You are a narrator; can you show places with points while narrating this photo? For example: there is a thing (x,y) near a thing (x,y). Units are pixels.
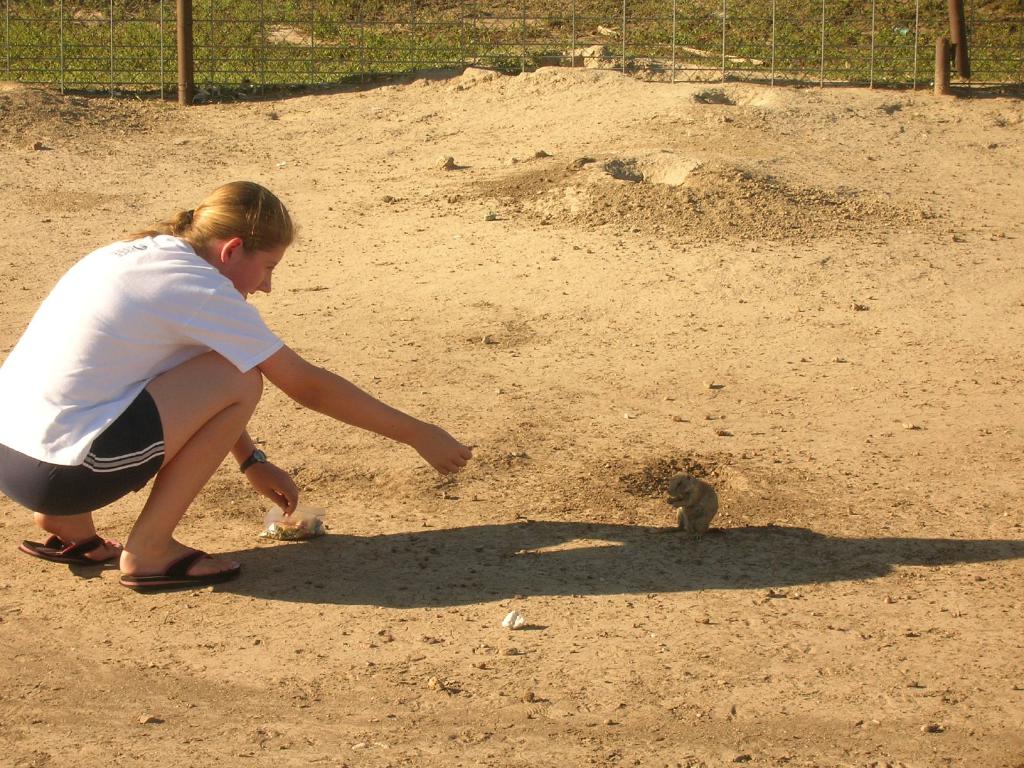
In the center of the image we can see a squirrel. On the left side of the image (262,210) we can see a lady (12,423) is sitting on her knees (221,372) and holding a food item (464,456), in-front of her we can see a packet (297,523). In the background of the image (1021,308) we can see the sand (968,167). At the top of the image (484,39) we can see the fence (951,41) and plants (274,62).
